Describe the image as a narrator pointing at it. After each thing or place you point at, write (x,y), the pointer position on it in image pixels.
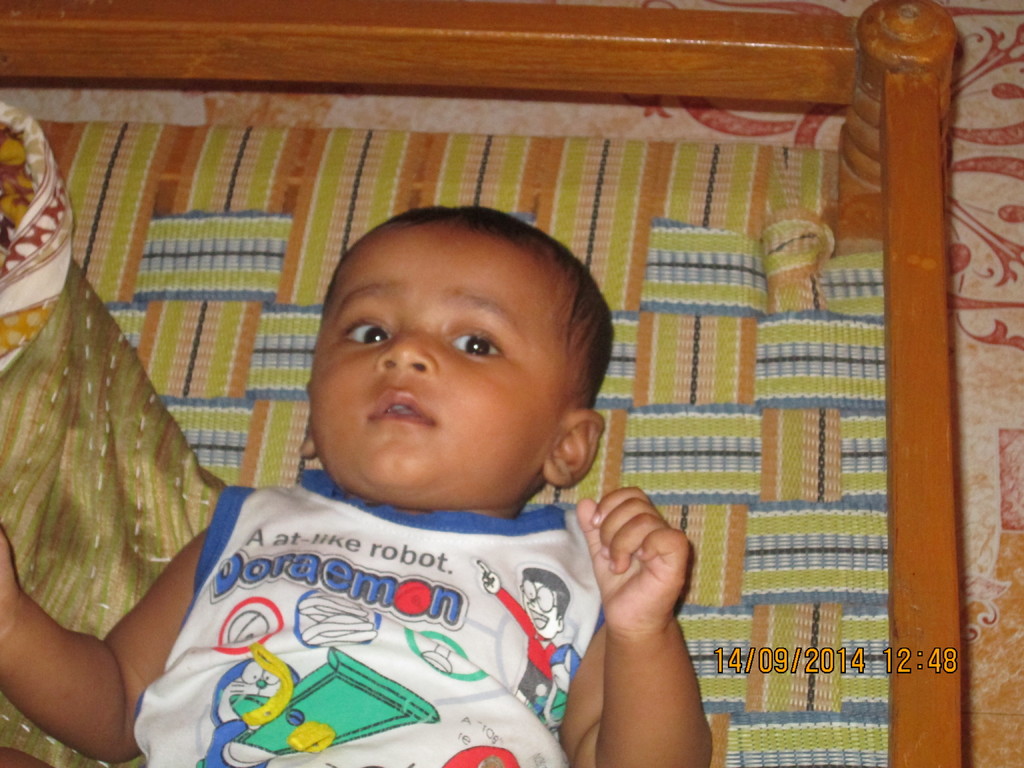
In the center of the picture (456,390) there is a baby (449,439) on the cot (276,328). On the left (104,444) there is a blanket (78,287). On the right (960,500) it is floor (974,628).
